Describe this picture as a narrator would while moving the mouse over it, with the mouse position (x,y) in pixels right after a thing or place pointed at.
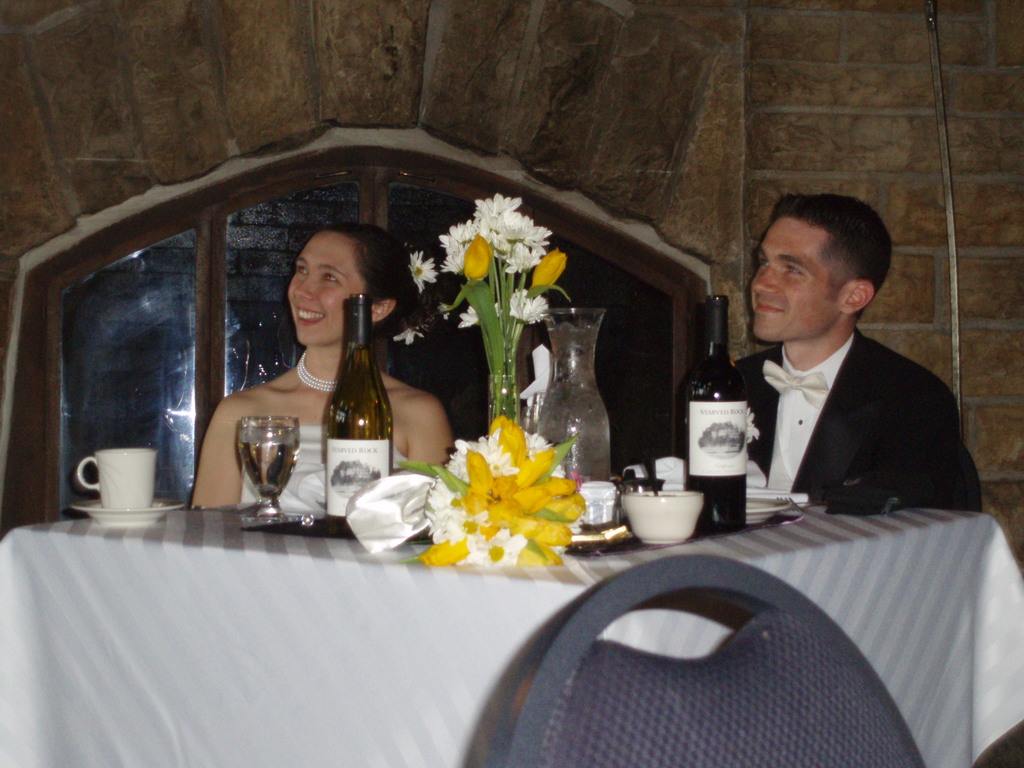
This picture is clicked inside the room (875,484). On the right corner of the picture (791,401), man (791,425) in white shirt (791,425) and black blazer (902,434) is sitting on chair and he is laughing. Beside him, we see woman (288,375) in white dress (312,455) is sitting on chair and she is also smiling. In front of them, we see a table (425,602) which is covered with a white cloth (903,571). On the table (798,538), we see wine bottle (733,427), bowl (677,499), plate (762,499), glass (268,505), cup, saucer (151,502) and flower pot (491,241). In front of the table (646,624), we see a black chair (701,696).
